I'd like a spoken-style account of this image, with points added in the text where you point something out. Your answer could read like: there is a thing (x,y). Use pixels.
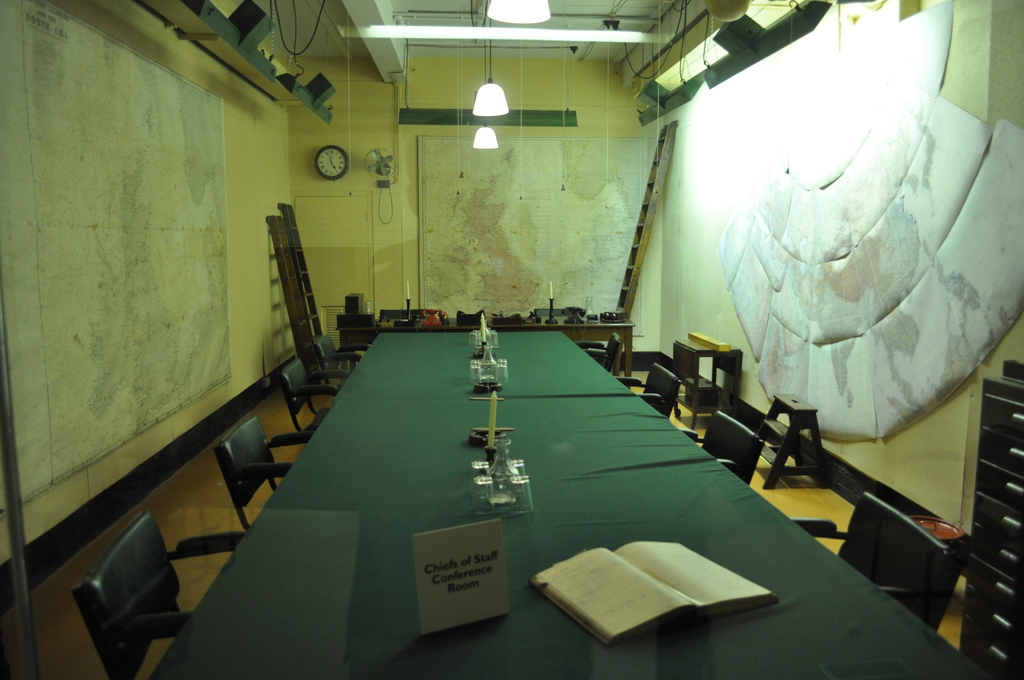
In this image I can see few chairs (228,538), they are in black color. I can also see few candles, books (618,591) on the table (641,519), background (489,221) I can see a board (425,225) attached to the wall (388,225) and the wall (405,221) is in cream color.
